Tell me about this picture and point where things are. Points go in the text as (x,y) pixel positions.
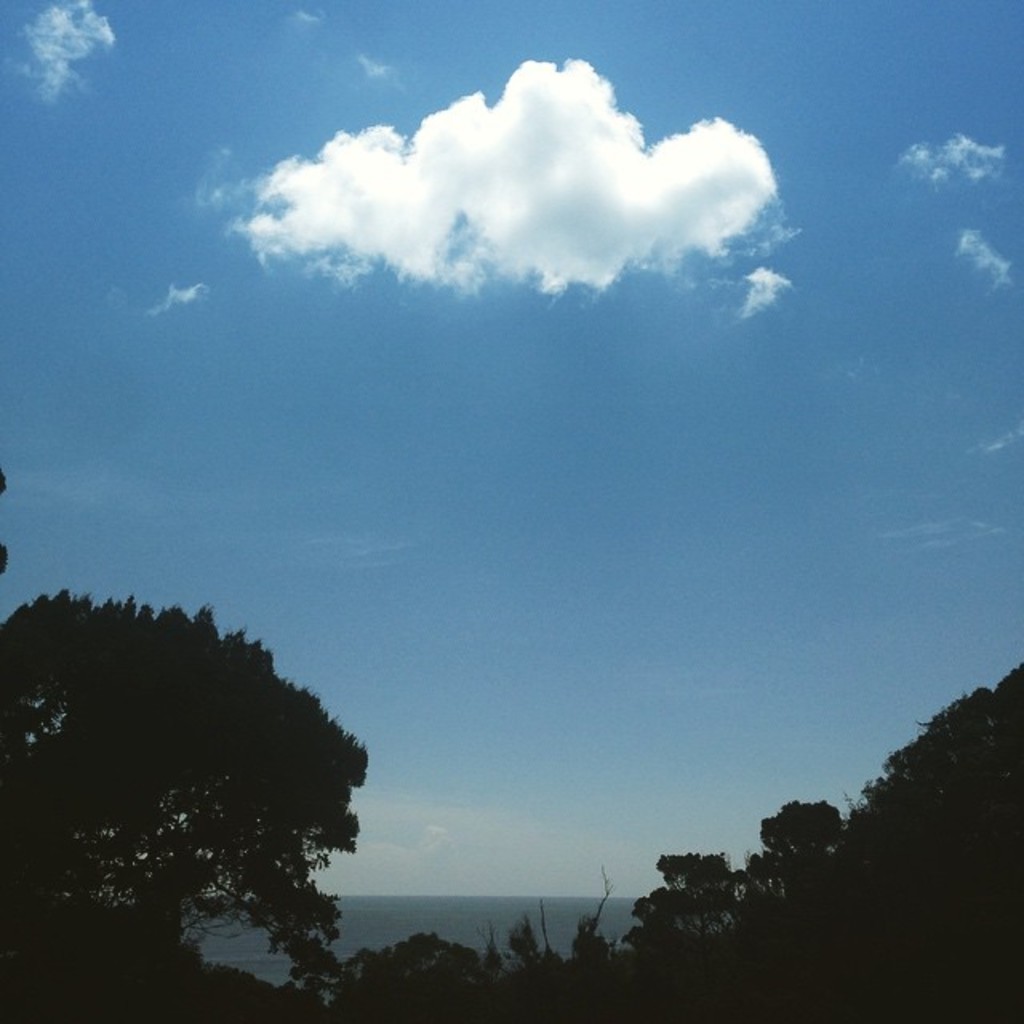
In this image we can see the trees (234,841) on the left side (238,855) and the right side (927,780) as well. In the background (584,906), we can see the ocean (547,921). This is a sky (621,302) with clouds (514,178).
